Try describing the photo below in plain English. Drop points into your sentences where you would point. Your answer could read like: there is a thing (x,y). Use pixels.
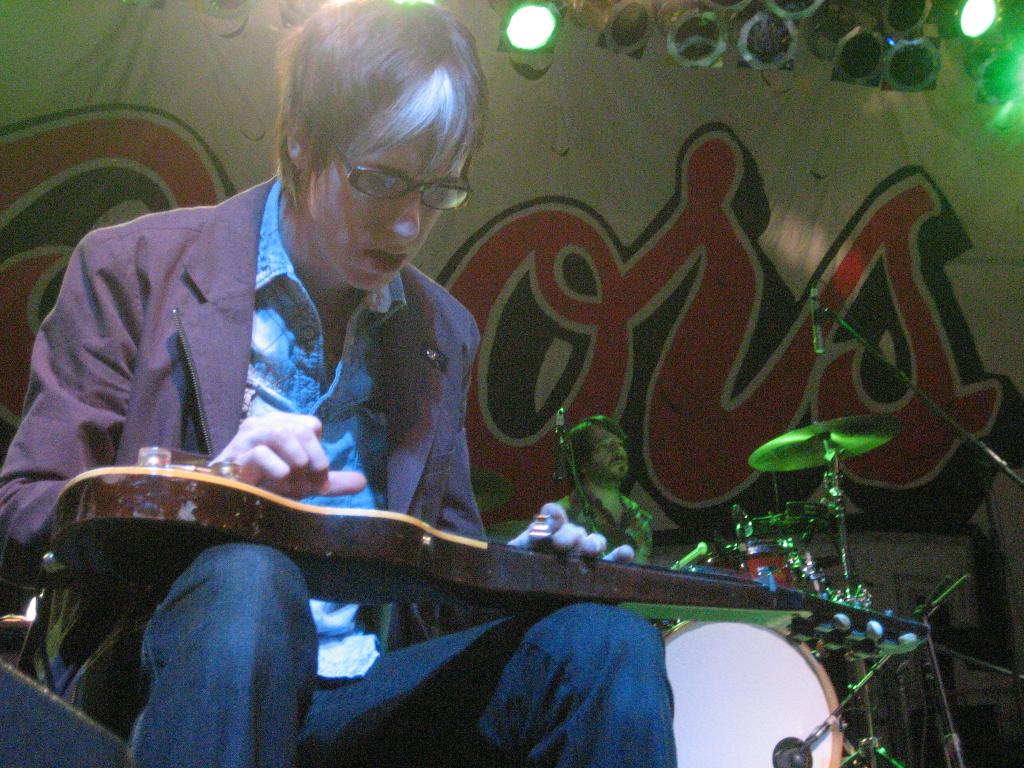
These two persons (164,285) are sitting. This person (470,506) holding guitar (482,577). This person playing musical instrument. On the background (661,214) we can see banner (130,136), Focusing lights (966,29). There is a microphone (816,318) with stand (873,356).
